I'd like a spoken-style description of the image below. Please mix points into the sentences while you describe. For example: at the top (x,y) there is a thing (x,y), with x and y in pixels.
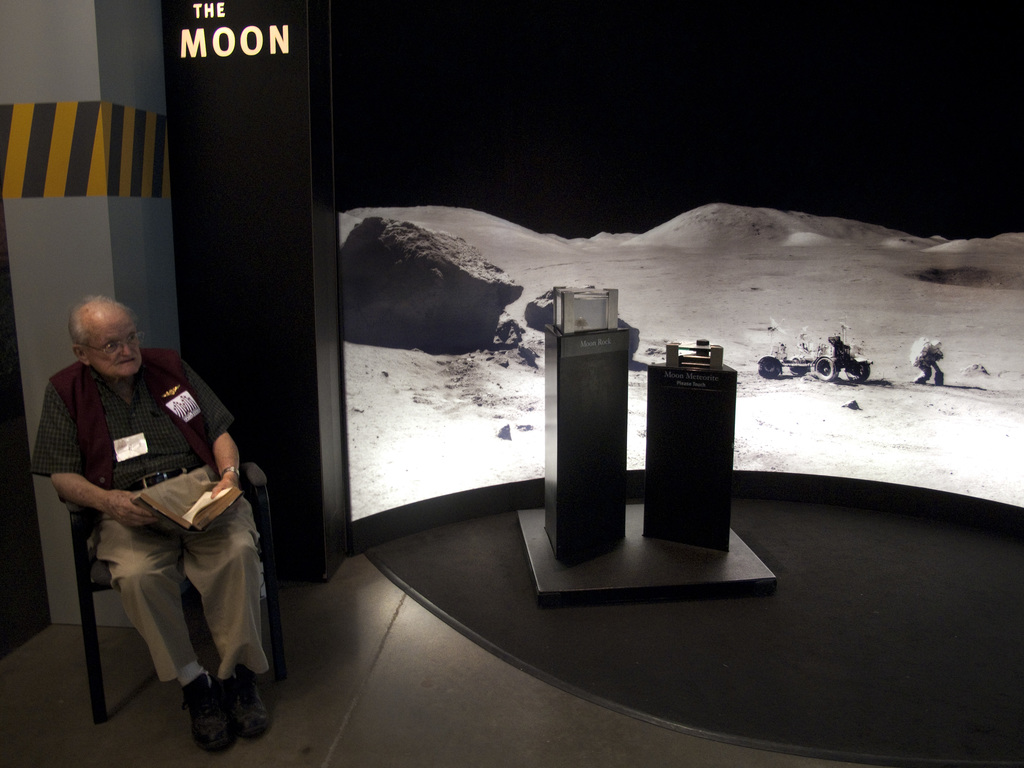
In this picture there is a man (135,427) sitting on a chair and holding a book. We can see objects (572,289) on stands (655,371) and text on the wall (312,185). In the background of the image (516,305) we can see a screen (724,172).
